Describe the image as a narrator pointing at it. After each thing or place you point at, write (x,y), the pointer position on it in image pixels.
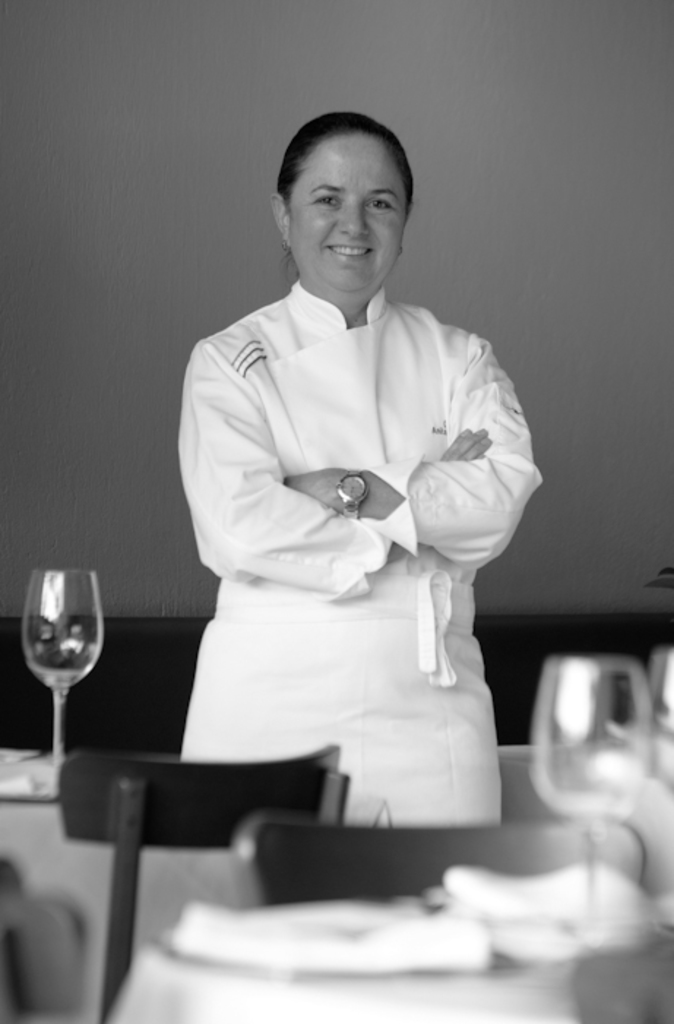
In this picture, we can see a person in white costume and we can see some objects (418,942) on the table (124,1022) like glass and we can see a few chairs (42,980), and we can see the wall (598,464).
